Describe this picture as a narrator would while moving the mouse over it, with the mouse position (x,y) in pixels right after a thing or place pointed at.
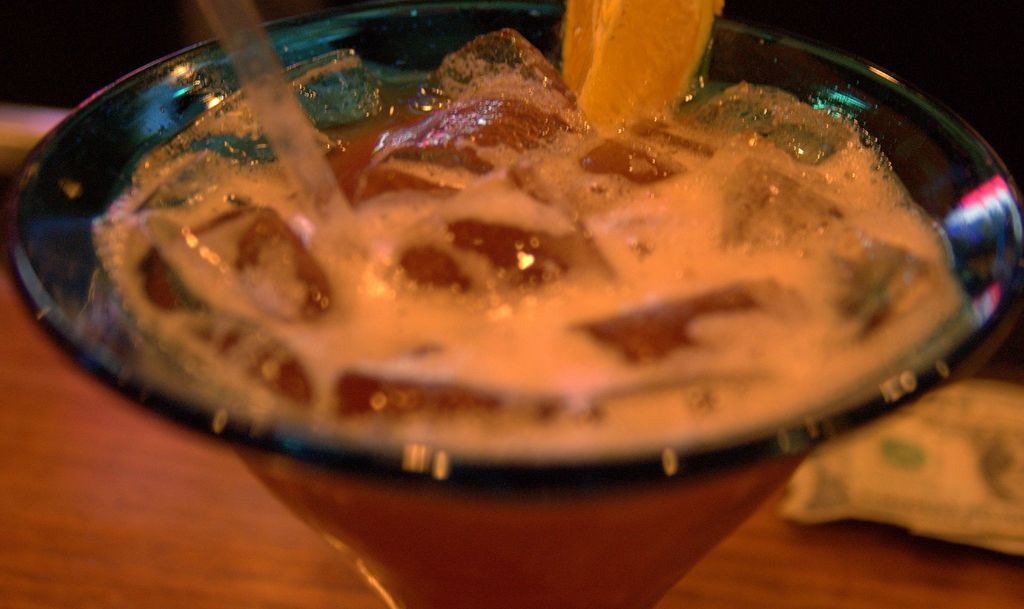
In this image we can see some drink (510,177) placed in a glass (295,350) with a fruit (668,42). In the background (962,458), we can see a currency note (898,498).
